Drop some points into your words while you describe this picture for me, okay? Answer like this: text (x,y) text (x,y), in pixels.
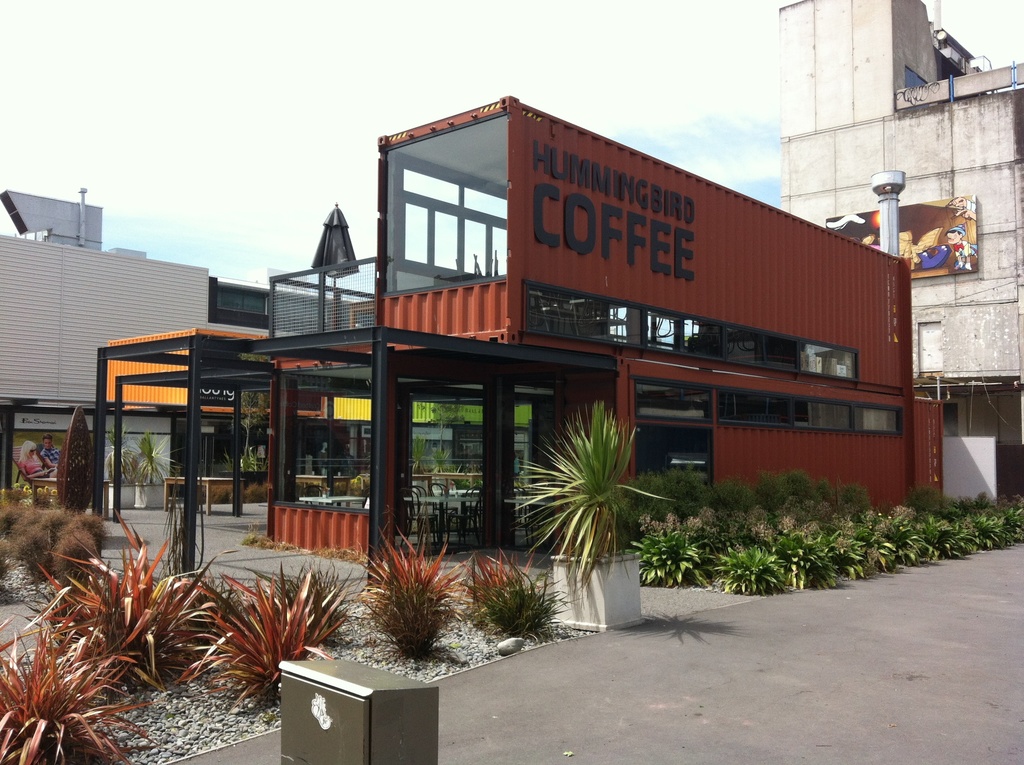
In this picture there is a hummingbird coffee shop (532,379) and there is a building (70,320) beside and behind it.
